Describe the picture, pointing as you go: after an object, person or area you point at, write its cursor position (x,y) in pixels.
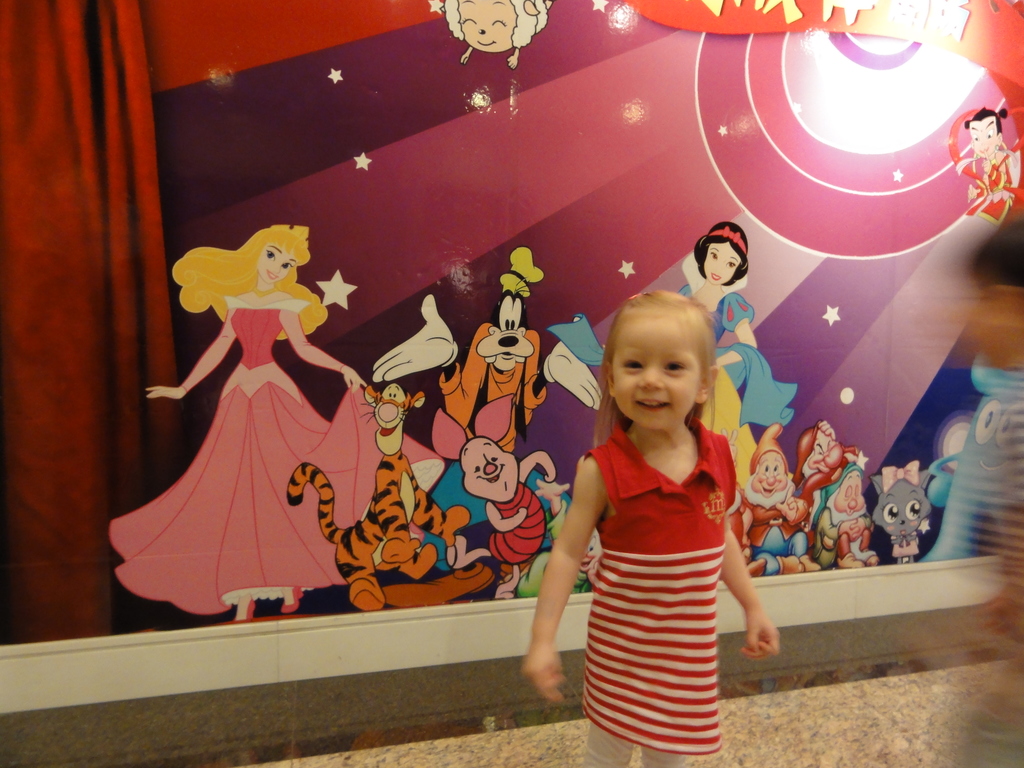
In this image, we can see a kid (693,604) standing, in the background (232,500), we can see a poster (193,279). There is a curtain (93,302) on the left side (103,277).
